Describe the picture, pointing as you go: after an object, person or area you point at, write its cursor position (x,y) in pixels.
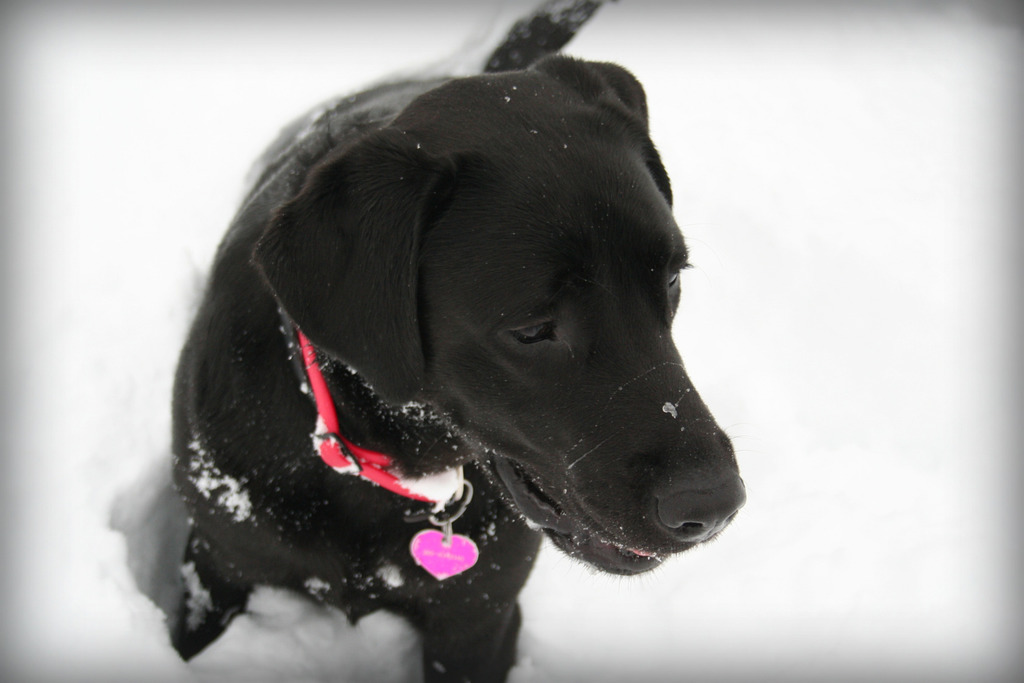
In this image we can see a black color dog (339,380). At the bottom of the image (711,607) there is snow (652,650).
